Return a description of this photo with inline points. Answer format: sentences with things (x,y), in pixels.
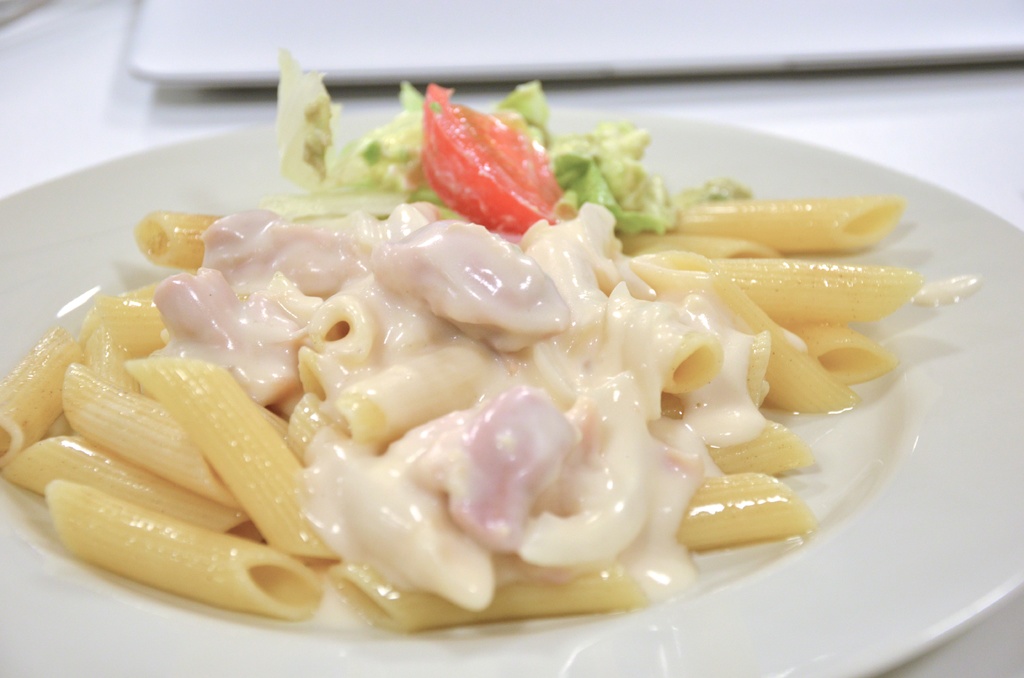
In this image I can see the food (533,500) in the plate (74,240) and the food (418,267) is in cream, brown, green and red color and the plate (819,609) is in white color.
